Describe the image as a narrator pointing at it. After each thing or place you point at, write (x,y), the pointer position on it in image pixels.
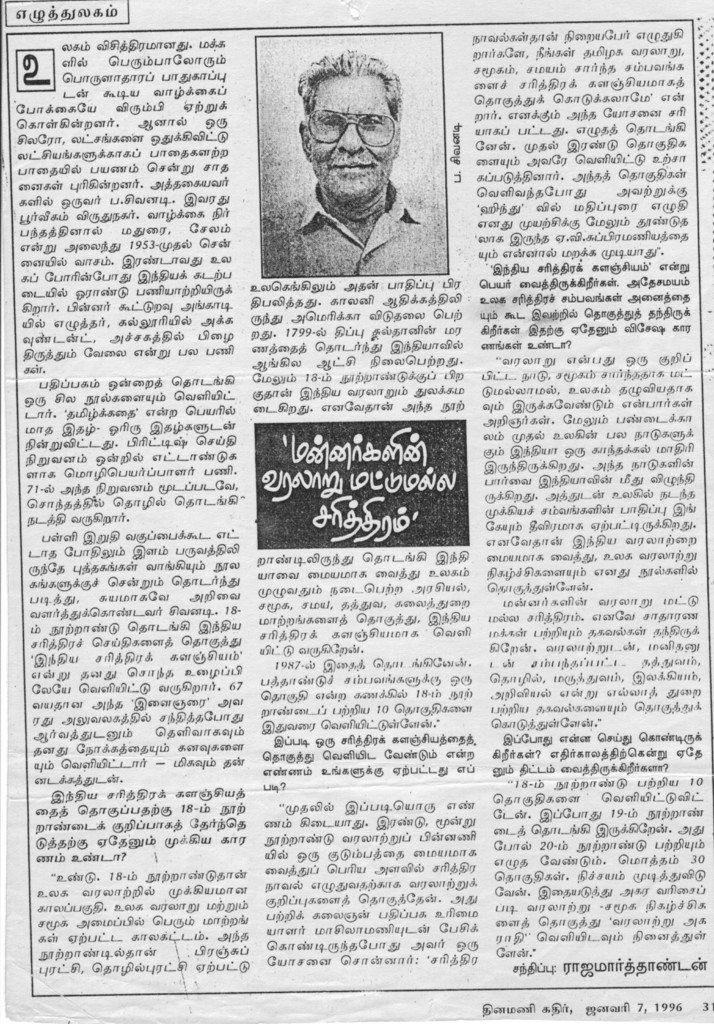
In this picture we can see article (323,607) and we can see a man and information (284,664).
